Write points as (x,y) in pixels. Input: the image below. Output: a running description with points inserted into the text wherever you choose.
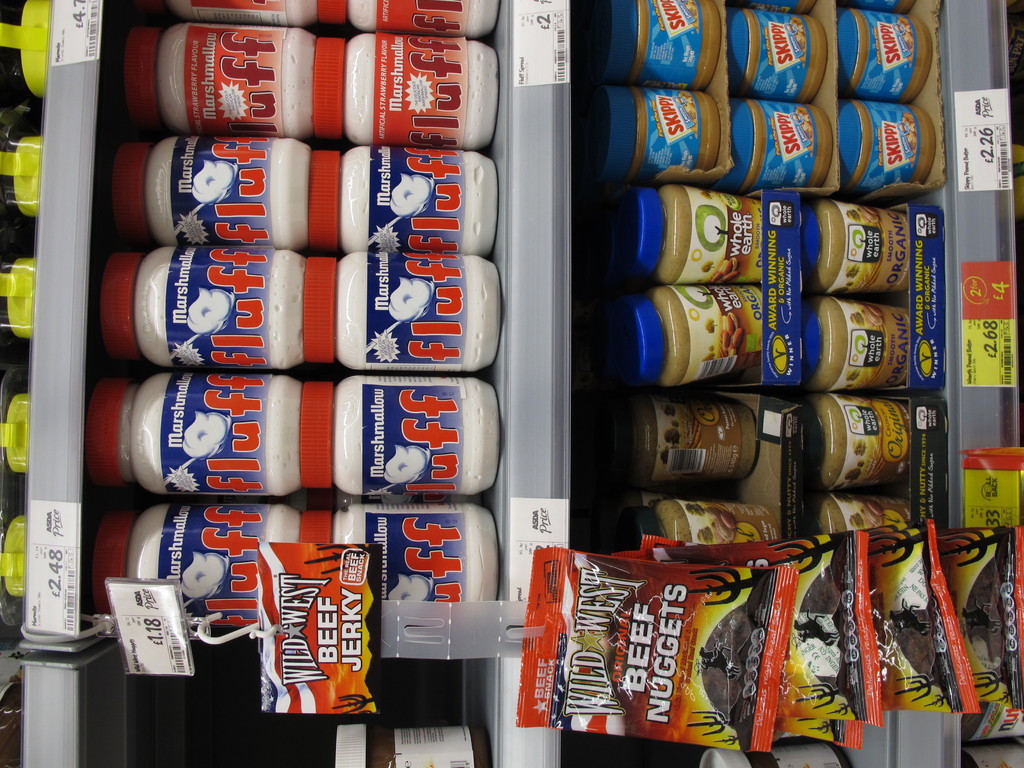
In this image we can see a group of bottles (437,424) placed in the shelves (561,452). We can also see some packets (615,646) which are hanged aside.
